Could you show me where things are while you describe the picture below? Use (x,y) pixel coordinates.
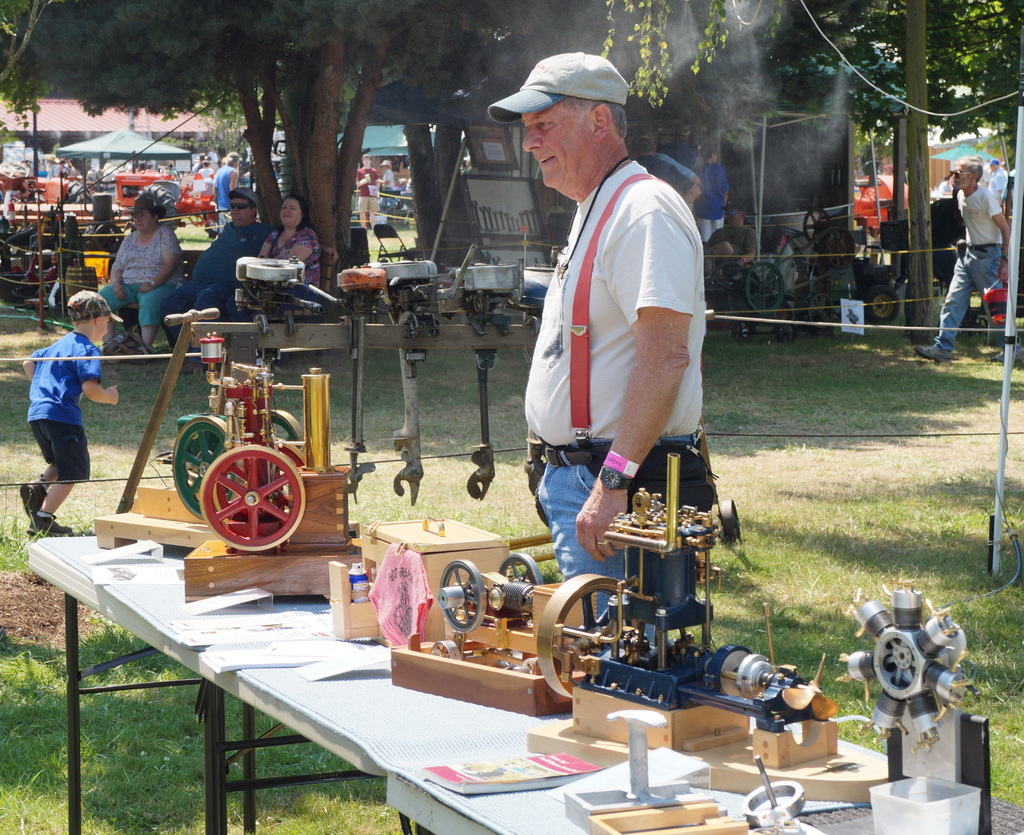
In this picture we can see a man (590,438) is standing in the front (577,459), at the bottom (94,763) there are tables (423,755) and grass (97,775), we can see some machines (618,698), a books (498,785), some papers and other things (360,620) on these tables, we can see some trees (421,202), few people (217,280), a board (520,180) and an umbrella (143,147) in the background (490,185).
